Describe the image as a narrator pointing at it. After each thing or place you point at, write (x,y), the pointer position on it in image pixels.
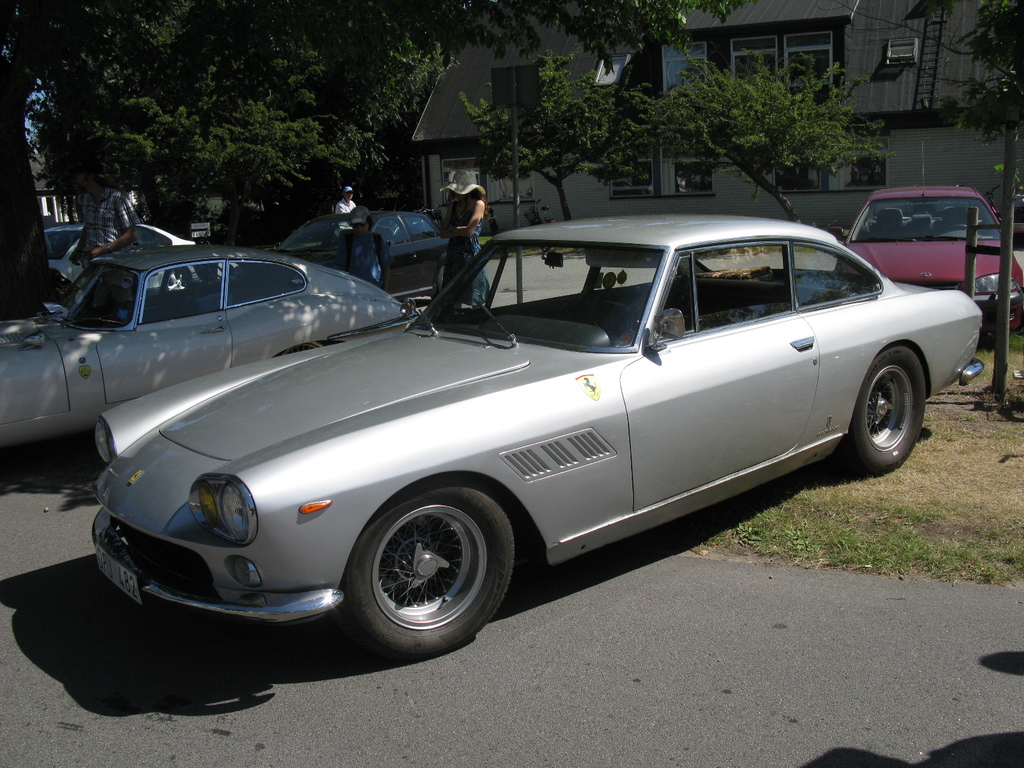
This image is taken outdoors. At the bottom of the image (464,685) there is a road (820,617) and there is a ground (909,481) with grass (956,510) on it. In the background (703,150) there are a few trees (473,123) and there is a house (909,157) with walls (833,81), windows (789,50), a door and a roof (908,12). There is a ladder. In the middle of the image (526,324) many cars (296,321) are parked on the ground (873,510) and a few people (111,215) are standing on the ground (483,241). On the right side of the image (974,250) there is a pole (1011,210).
